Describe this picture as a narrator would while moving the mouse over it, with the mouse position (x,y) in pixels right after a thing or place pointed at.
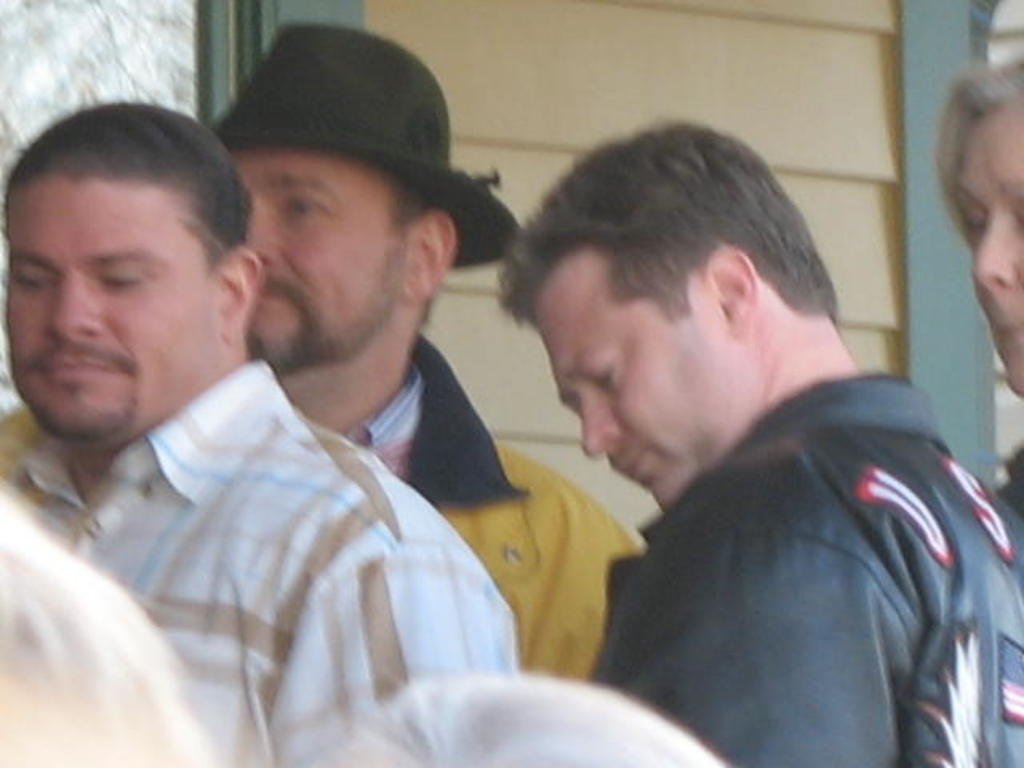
In this image in the front (361,406) there are persons (344,445). In the background (764,71) there is a wall (804,119) and there is an object (916,196) which is brown and green in colour.
